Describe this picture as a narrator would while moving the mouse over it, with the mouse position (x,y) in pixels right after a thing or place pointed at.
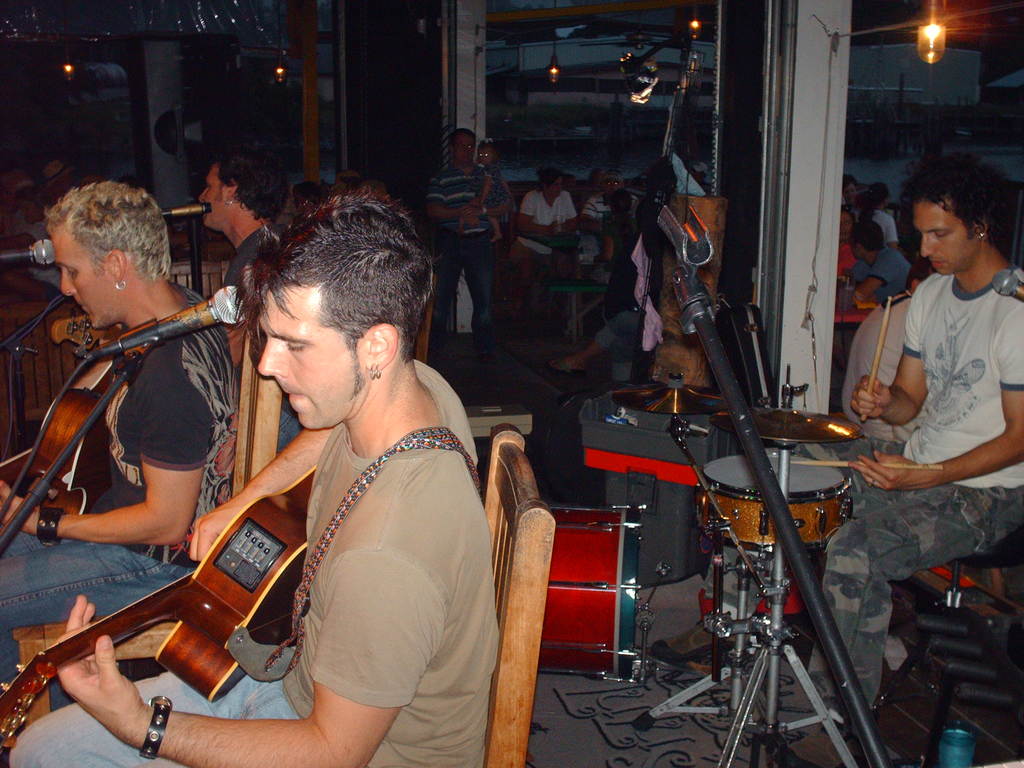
in a room (547,515) people (438,536) are playing musical instruments (826,518). at the left (193,450) 3 people (473,591) are sitting and playing guitar (97,462), there are microphone (91,355) in front of them. at the right (937,368) back a person (963,392) is playing drums (787,438). behind them people (545,207) are sitting and watching them.
